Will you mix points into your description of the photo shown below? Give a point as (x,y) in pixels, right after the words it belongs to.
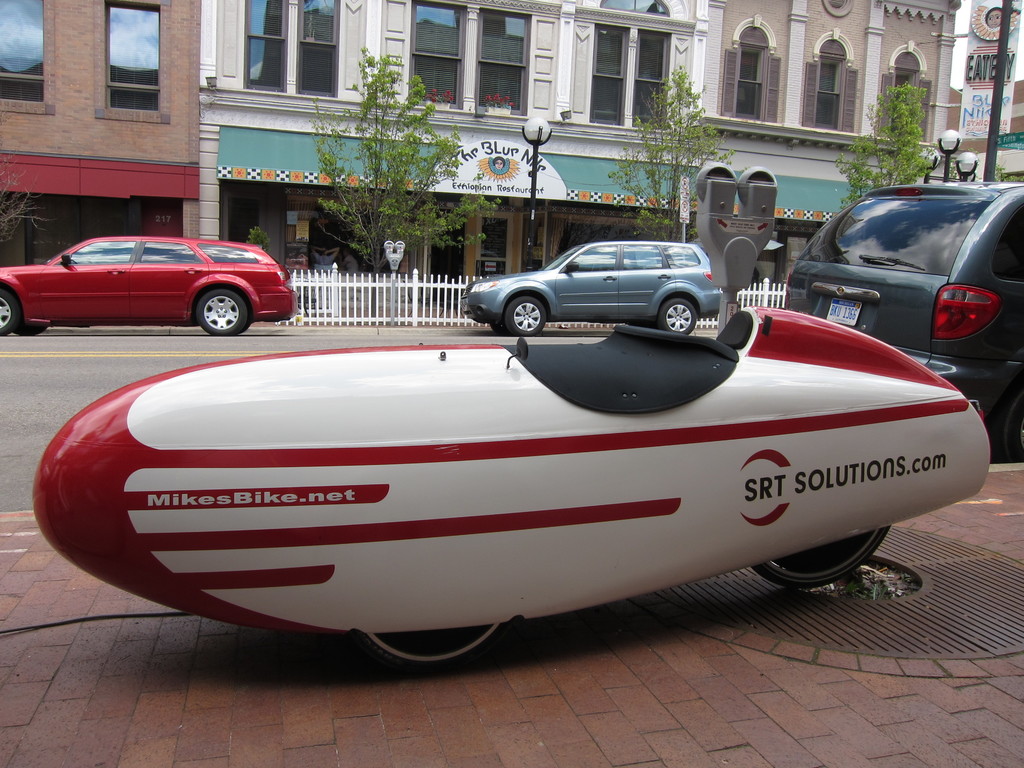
In this image I can see the sidewalk (522,696) and a white and red colored object (426,575) on the sidewalk (588,695). I can see the road (159,365), few vehicles (980,281) on the road (113,358), the railing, few trees (428,178), few poles (946,147), and few buildings (540,107). I can see few windows (266,1) of the building (779,73).
